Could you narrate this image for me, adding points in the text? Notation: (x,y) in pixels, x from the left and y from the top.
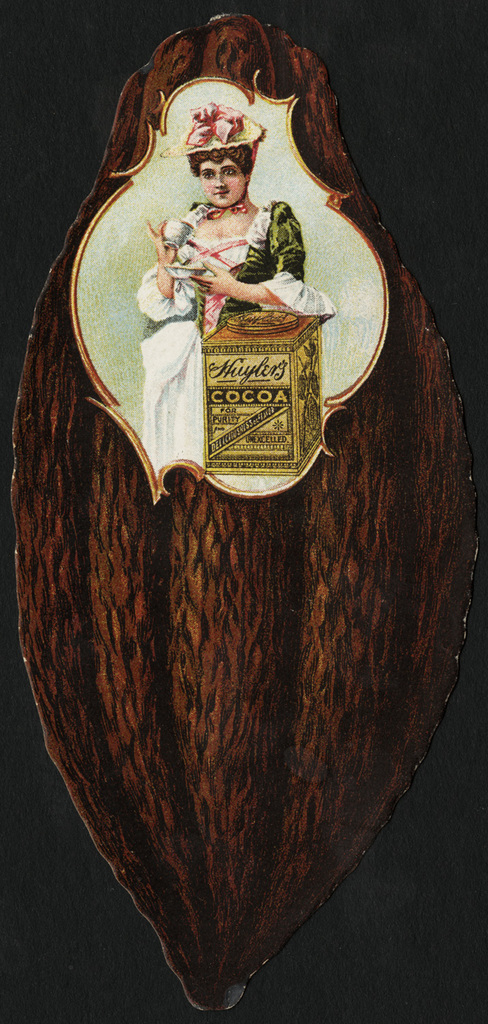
In this image, we can see a picture (219,206) of a lady (223,223) holding a cup (169,233) and a saucer (184,271) and we can see a box (251,389) on the wood (243,662).
